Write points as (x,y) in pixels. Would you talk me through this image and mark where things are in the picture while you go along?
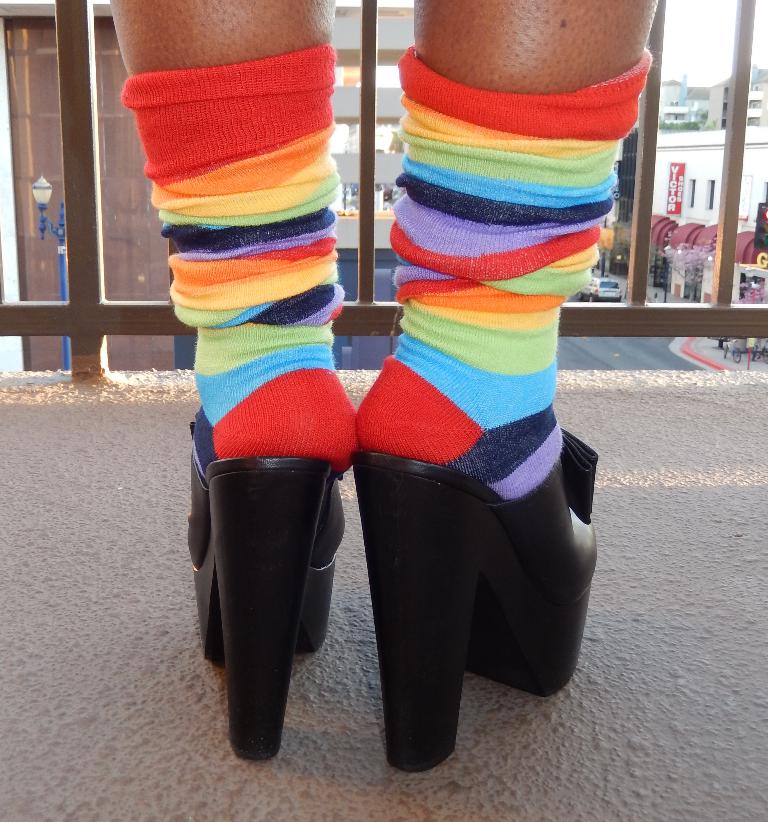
In the center of the image (355,491) there is a platform (162,597). On the platform (187,588), we can see the legs (560,32) of a person (273,295) with heels (524,537) and socks (306,387). In front of legs (459,224), there is a fence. In the background (743,185), we can see buildings (749,192) and a few other objects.
